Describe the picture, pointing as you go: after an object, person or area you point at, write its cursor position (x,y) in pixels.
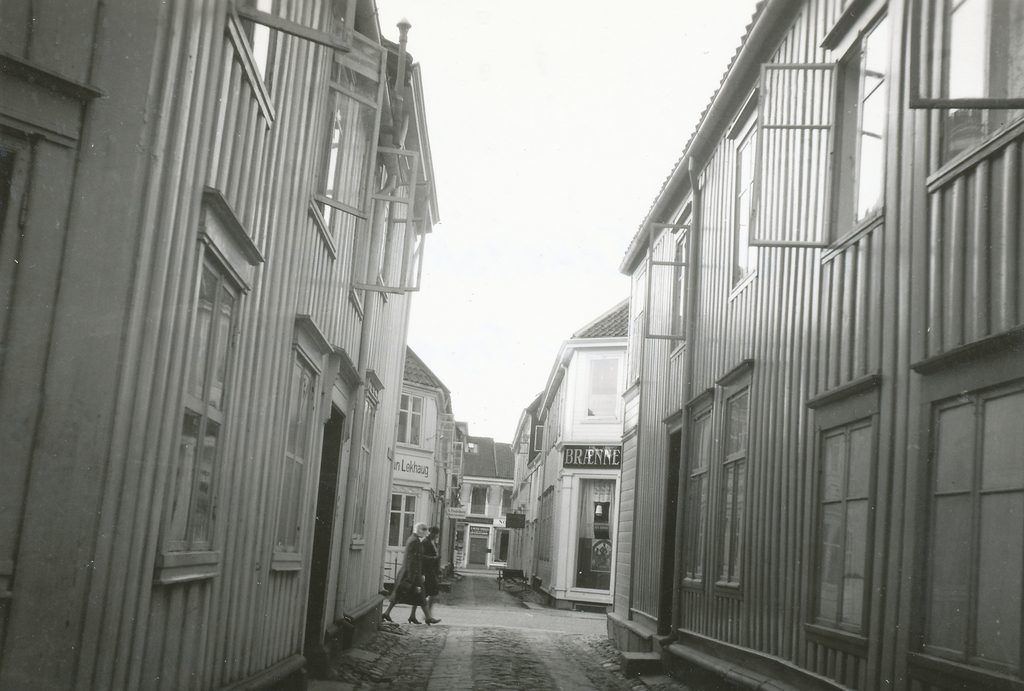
This is a black and white picture. The picture is clicked in the streets (469,579). In the foreground (628,401) there are buildings (639,519) and road (477,602). In the center of the picture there are two women (432,586) crossing the road (526,613). In the background (491,439) there are buildings (476,478).
